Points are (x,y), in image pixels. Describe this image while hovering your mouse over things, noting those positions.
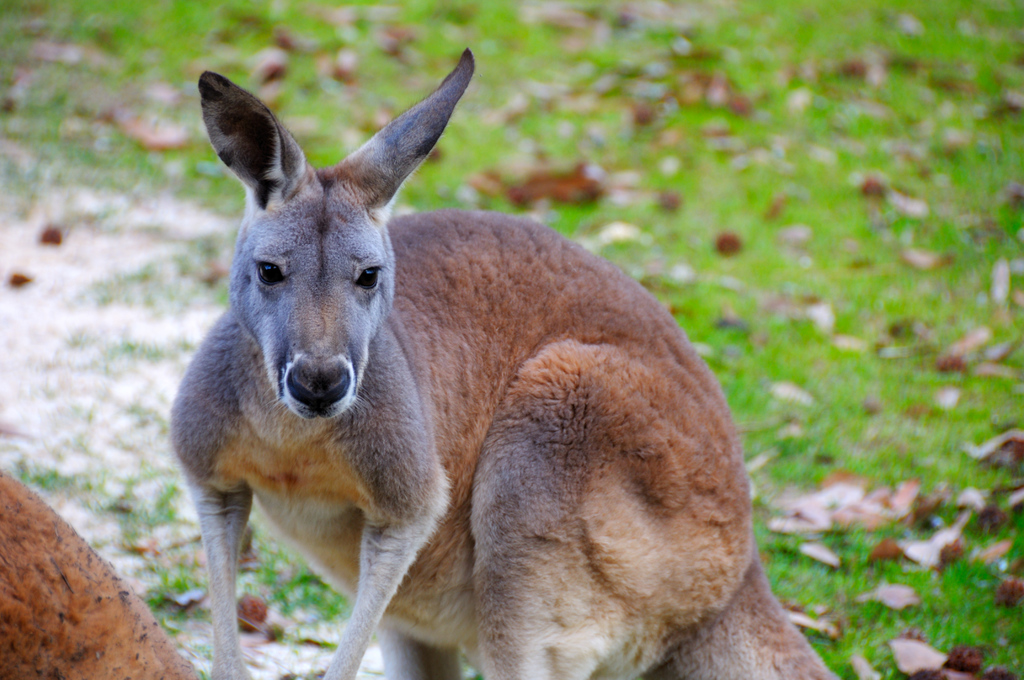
In this picture, we see a kangaroo (500,282). In the left bottom (86,550), we see an object (24,625) in brown color. Behind that, we see the grass (163,581) and small stones (86,400). In the background (690,223), we see the grass (777,265) and the dry leaves (826,324). This picture is blurred in the background (694,265).
